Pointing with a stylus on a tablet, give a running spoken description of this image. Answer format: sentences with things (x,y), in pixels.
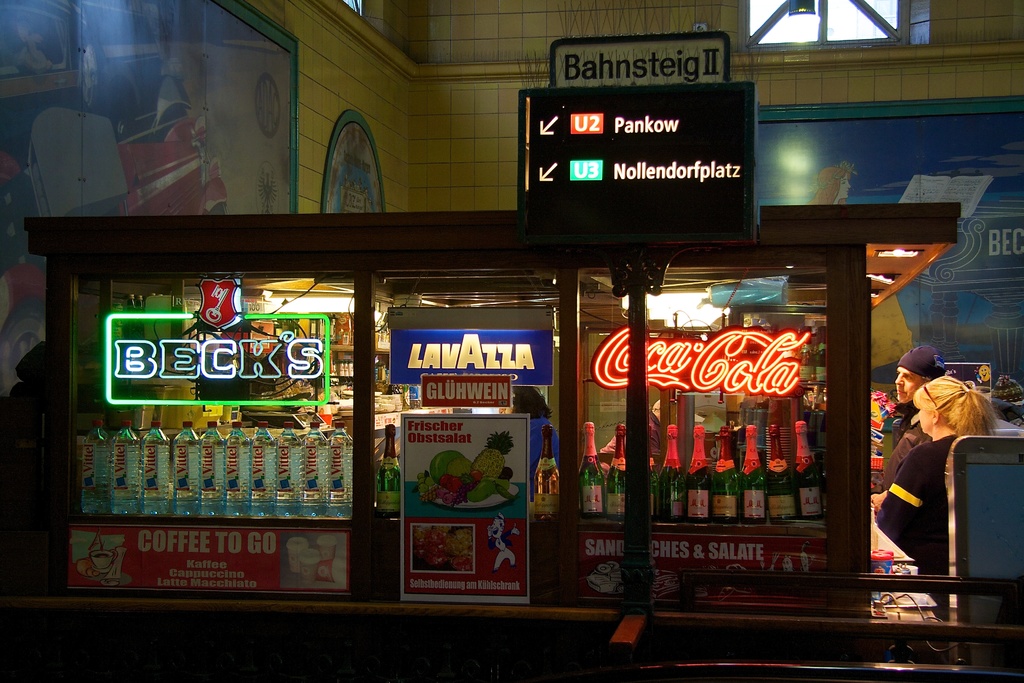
In this picture we can see bottles (121,473), banners (442,455), direction board (550,150), wall (468,112) with frames (962,131), windows (901,14) and two persons (984,418).
